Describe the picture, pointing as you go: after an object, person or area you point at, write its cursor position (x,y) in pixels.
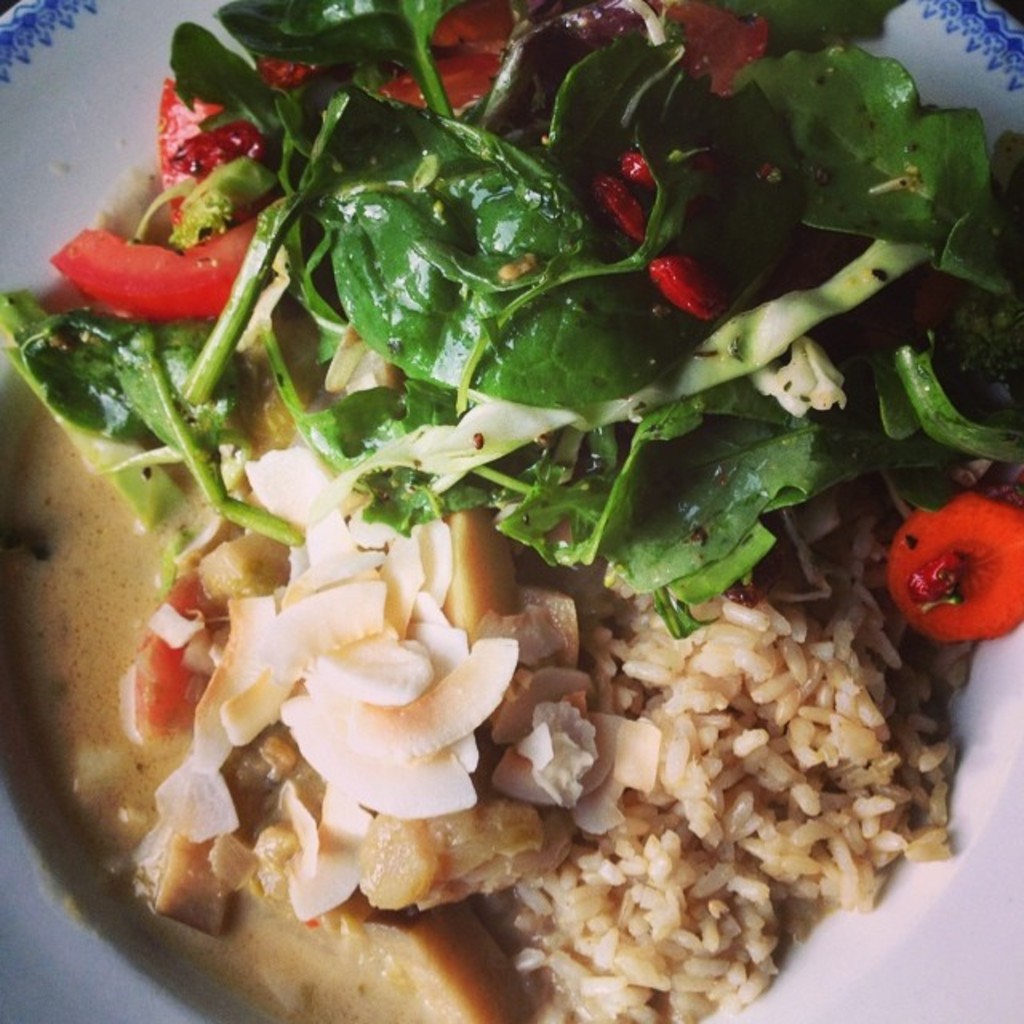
In this image there is a plate (61,1008). On the plate (118,952) there are food items (722,733) like rice (696,643), green leafy vegetables (591,345), etc.
